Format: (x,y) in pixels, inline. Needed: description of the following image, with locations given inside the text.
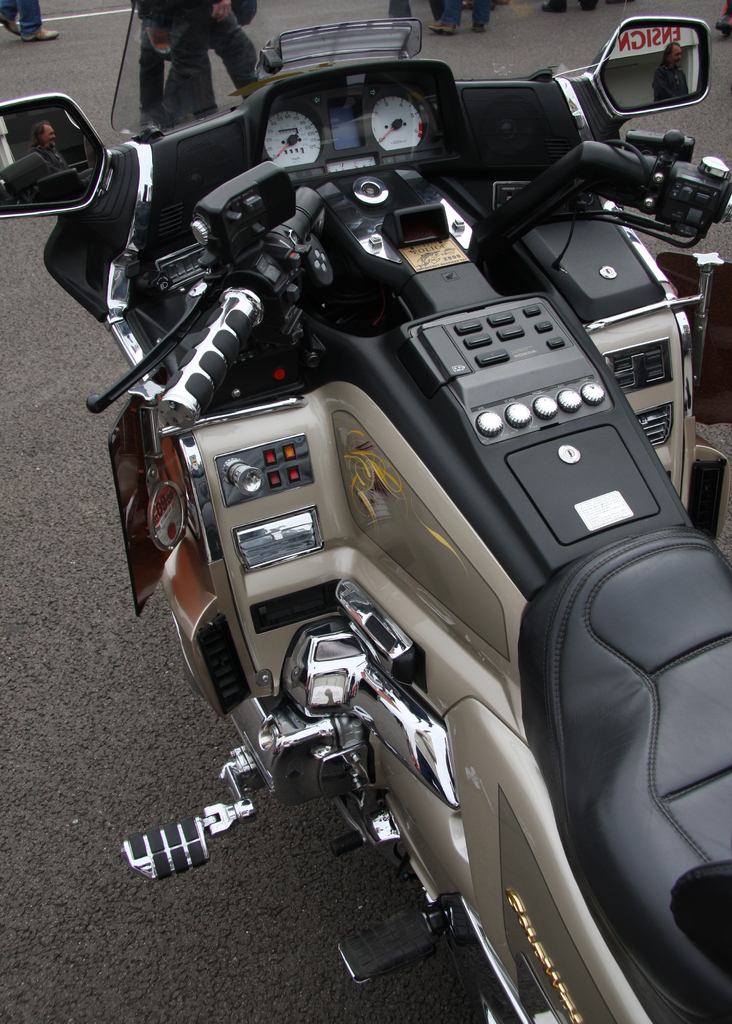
We can see bike (346,749) on the road (255,844) and we can see side mirrors (47,112), through this side mirrors (44,118) we can see people (667,76). Background (16,13) we can see person's legs (224,50).
